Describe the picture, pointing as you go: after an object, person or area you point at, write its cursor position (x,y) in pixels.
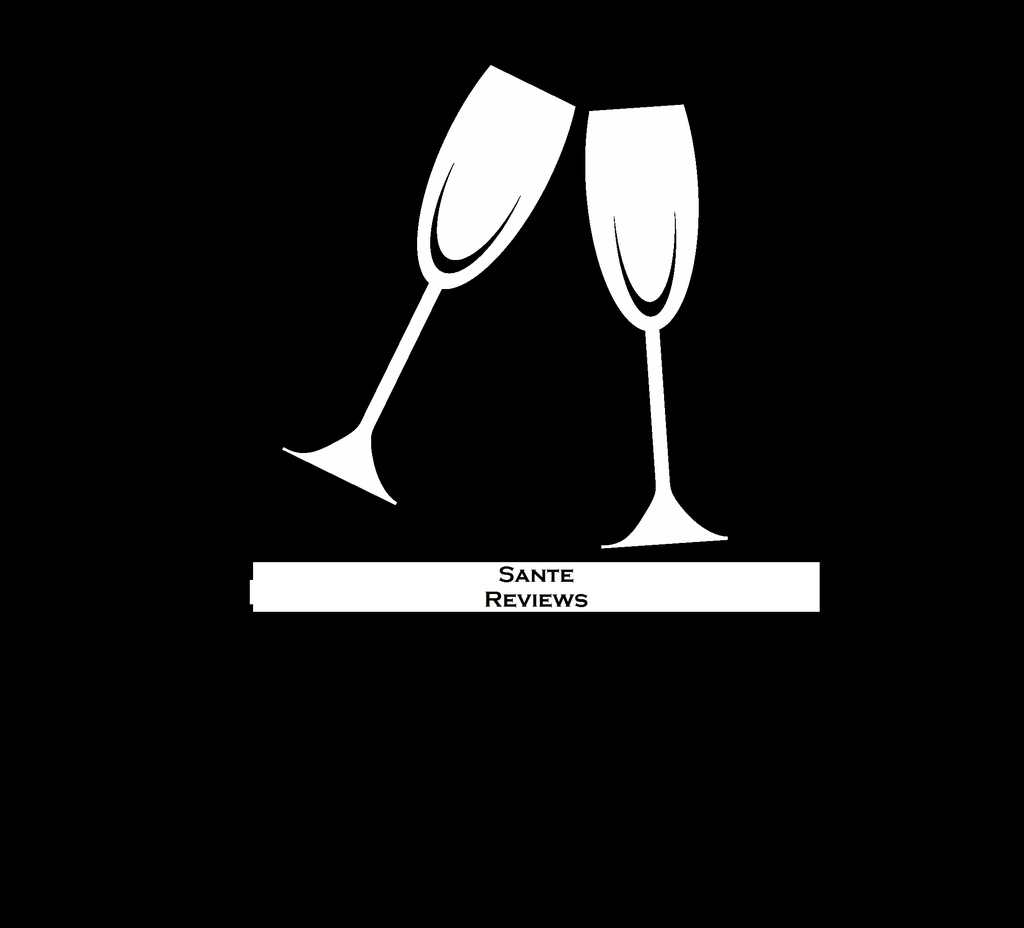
In this picture I can see graphical images of glasses (417,319) and I can see text (504,605) under the glasses (428,307).
